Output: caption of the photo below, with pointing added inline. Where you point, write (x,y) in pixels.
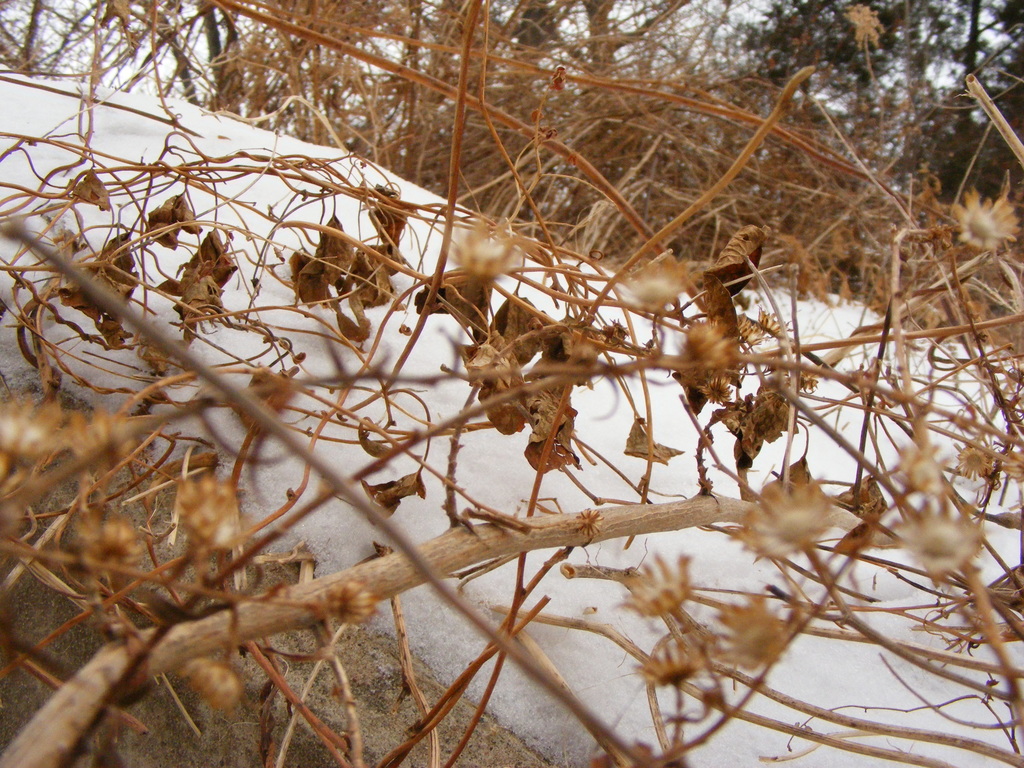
In this image there is snow (573,663) on the rock (368,690). Above the snow (446,363) there are dry leaves (729,275) and dry stems (288,22).
